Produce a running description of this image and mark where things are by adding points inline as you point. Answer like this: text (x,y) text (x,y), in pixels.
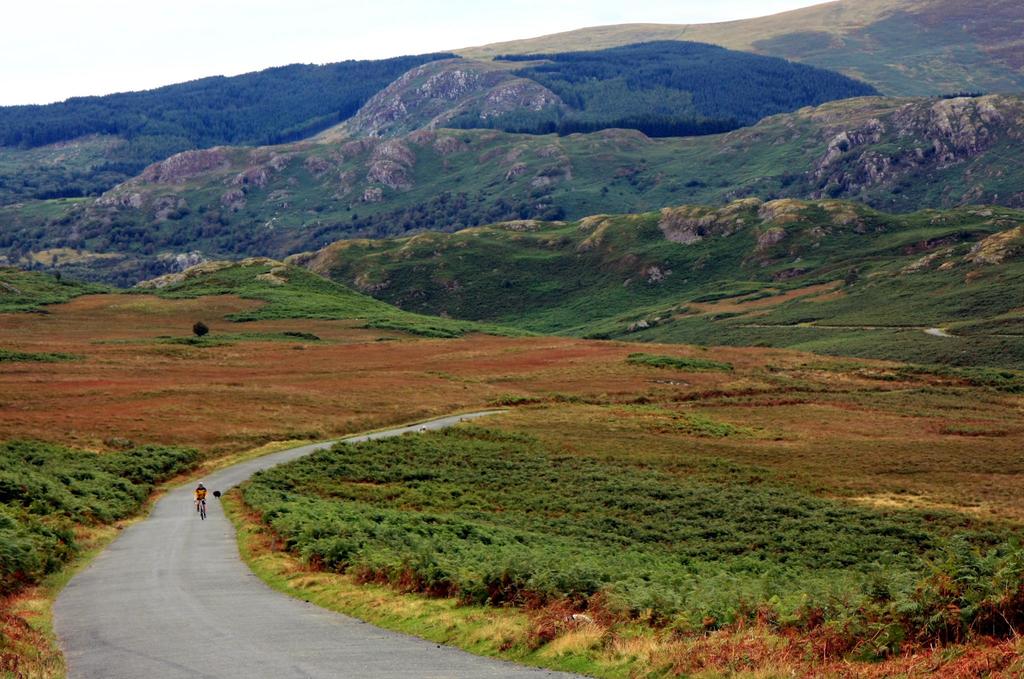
At the bottom of the image (223,630) there is a road (251,595) and we can see a person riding bicycle (204,504) on the road (215,566). In the background (289,35) there are hills (517,221) and sky (286,51).
